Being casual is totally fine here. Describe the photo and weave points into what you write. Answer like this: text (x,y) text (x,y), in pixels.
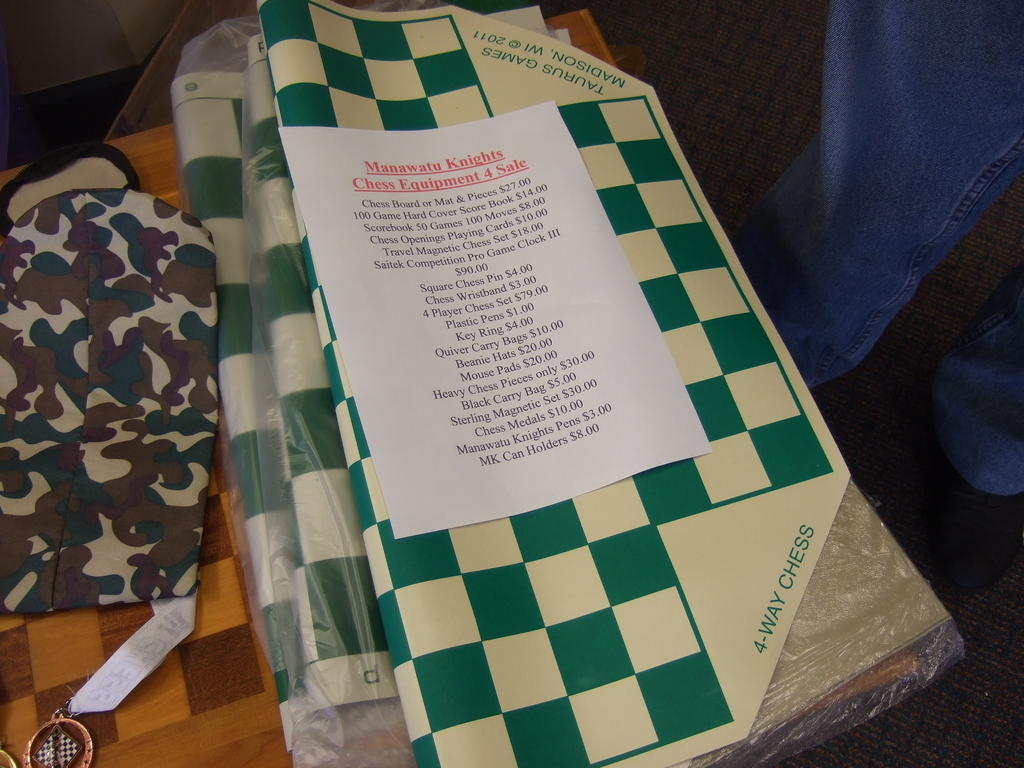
In this image we can see few objects (368,523) on the table (138,691). We can see the legs (878,201) of a person (893,201) at the right side of the image (887,187). There is some text (548,322) on the paper (546,299) in the image.
